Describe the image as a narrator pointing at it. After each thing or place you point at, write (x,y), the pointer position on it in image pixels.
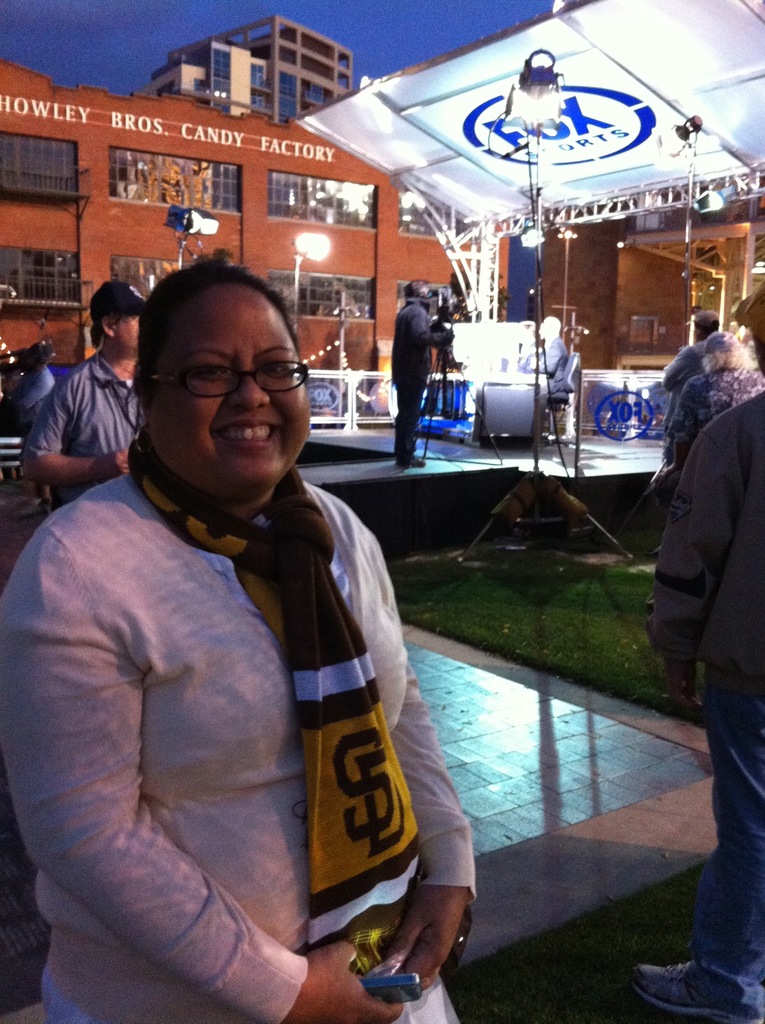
In the picture we can see a woman (180,573) standing on the grass surface (617,655), she is wearing a white dress (235,888) and smiling and behind her we can see some persons (89,376) standing and on the stage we can see some people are standing and we can also see some focus lights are fixed to the stand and in the background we can see some building (173,119) which is brown in color and behind it we can see a sky (225,21).
